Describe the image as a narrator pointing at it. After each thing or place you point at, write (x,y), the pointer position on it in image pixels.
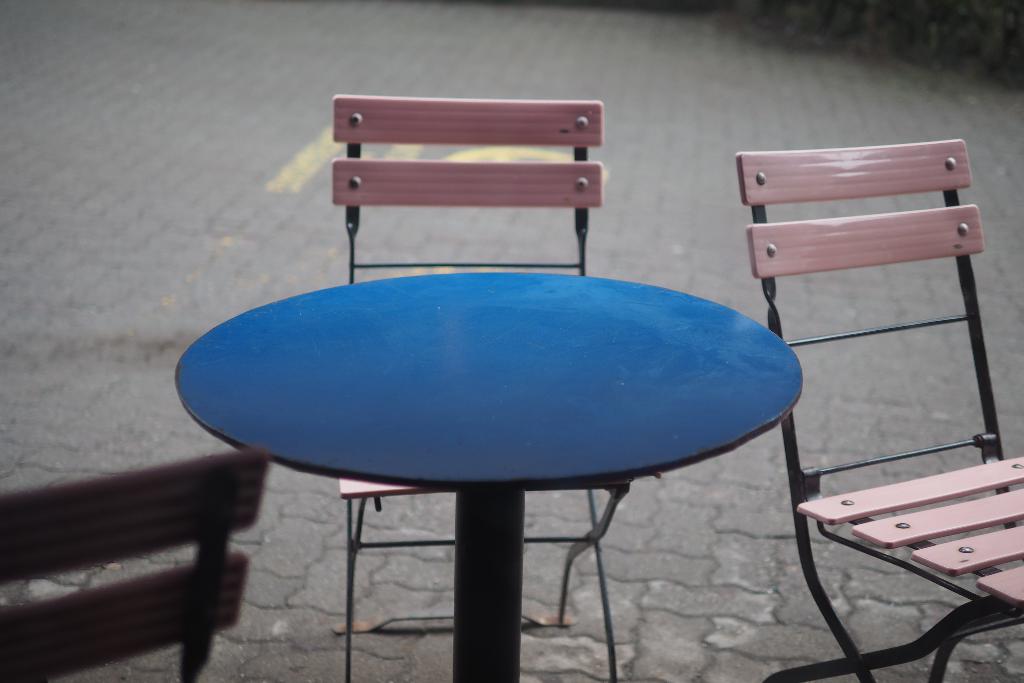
In this image we can see table (517,467) which is in blue color and there are some chairs (601,142) around it which are in pink color and in the background of the image (305,90) there is floor (284,120).
